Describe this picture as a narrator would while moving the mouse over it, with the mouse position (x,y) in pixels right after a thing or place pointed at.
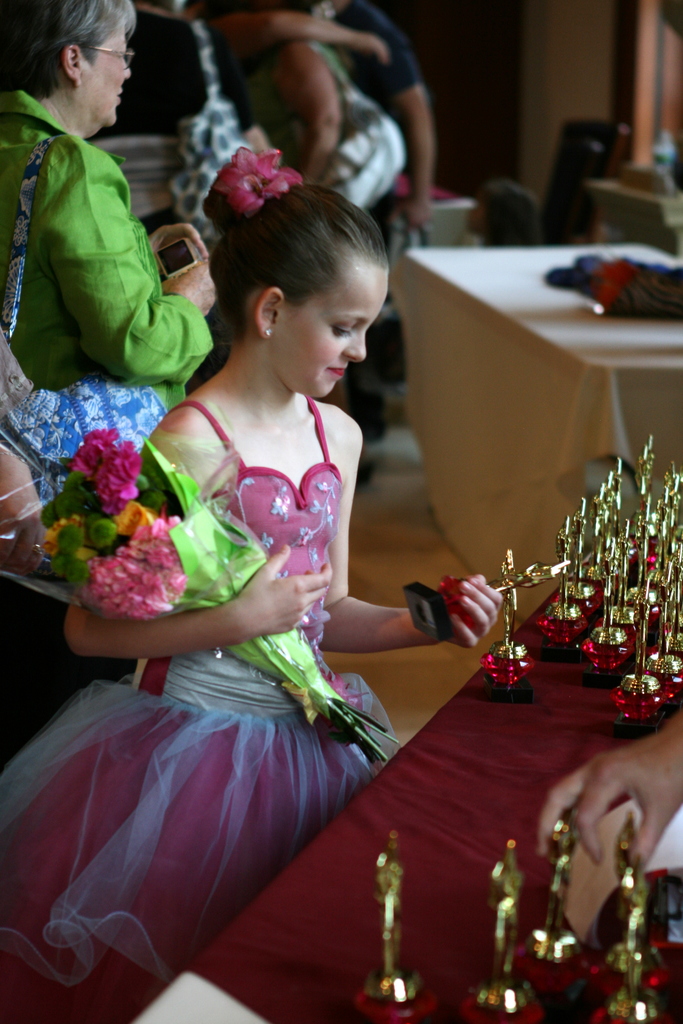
In this image we can see a child (230,714) wearing frock (236,730) is holding a flower bouquet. Here we can see some objects (655,716) are placed on the table (324,923). The background of the image (30,273) is slightly blurred, where we can see a few people (3,256) on the floor (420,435) and a table (514,435) here.
